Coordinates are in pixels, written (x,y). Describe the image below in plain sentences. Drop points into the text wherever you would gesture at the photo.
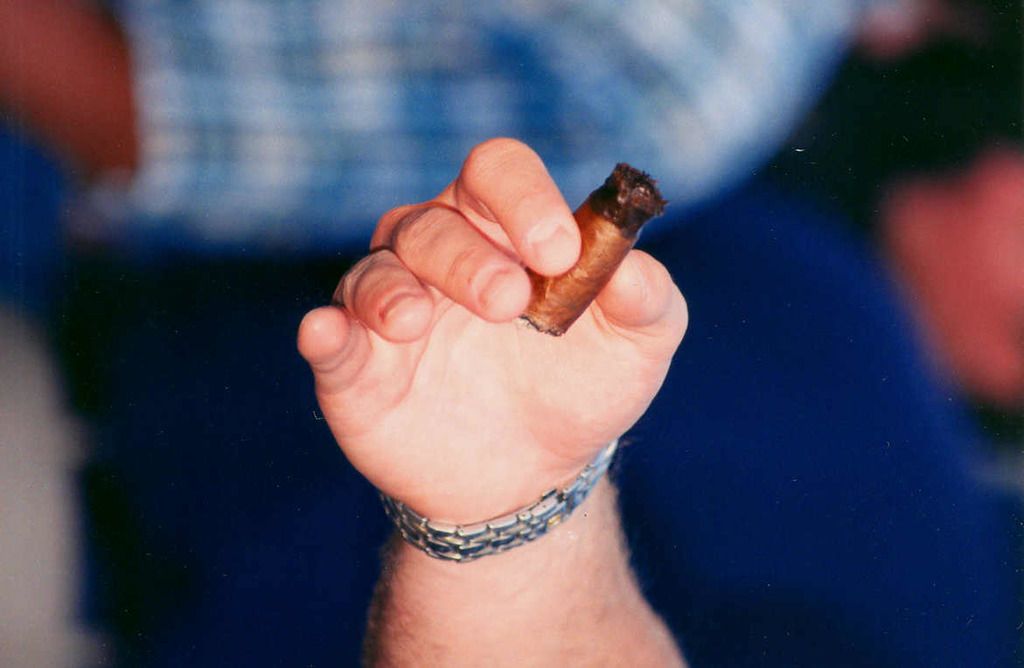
In the center of the image (522,276), we can see a person's hand (482,280) holding an object (610,263) and in the background (301,39), there are some other people (668,123).
